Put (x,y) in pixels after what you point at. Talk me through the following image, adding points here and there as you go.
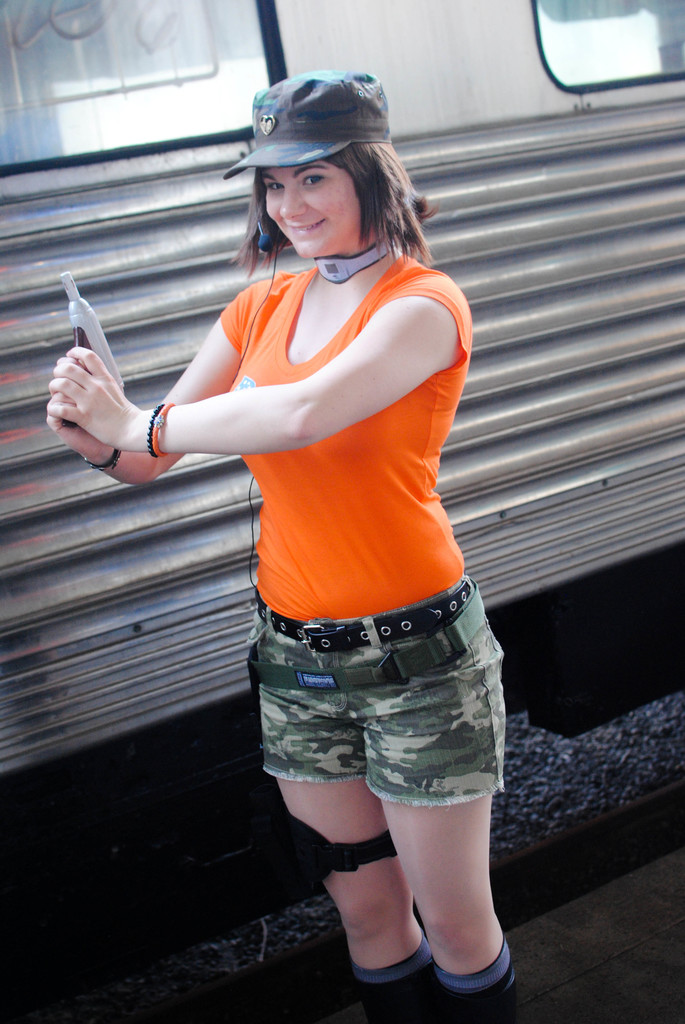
In the background (460,22) we can see the train (264,39) and windows (229,65). In this picture we can see a woman (194,421) wearing a cap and she is holding an object (101,353) with her hands (107,399). She is smiling and standing on the platform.
